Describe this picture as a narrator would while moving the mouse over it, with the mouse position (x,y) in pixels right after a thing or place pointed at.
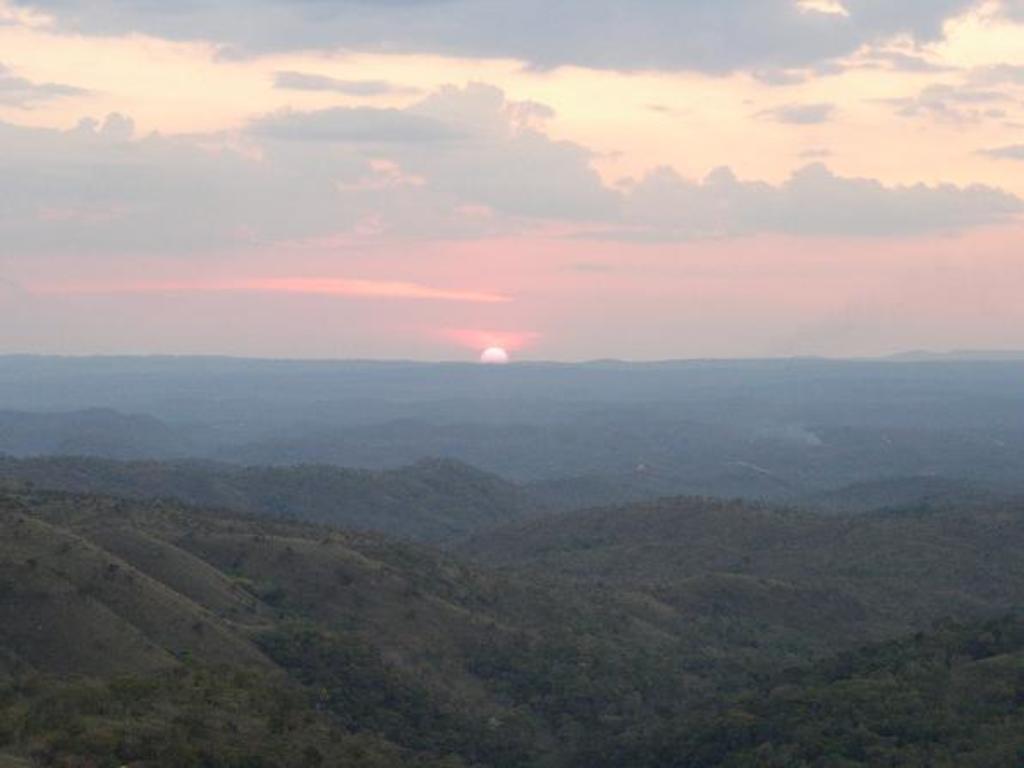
In this picture we can see hills (400,503) and trees (297,638). In the background of the image we can see the sky (565,257) with clouds (459,31).
